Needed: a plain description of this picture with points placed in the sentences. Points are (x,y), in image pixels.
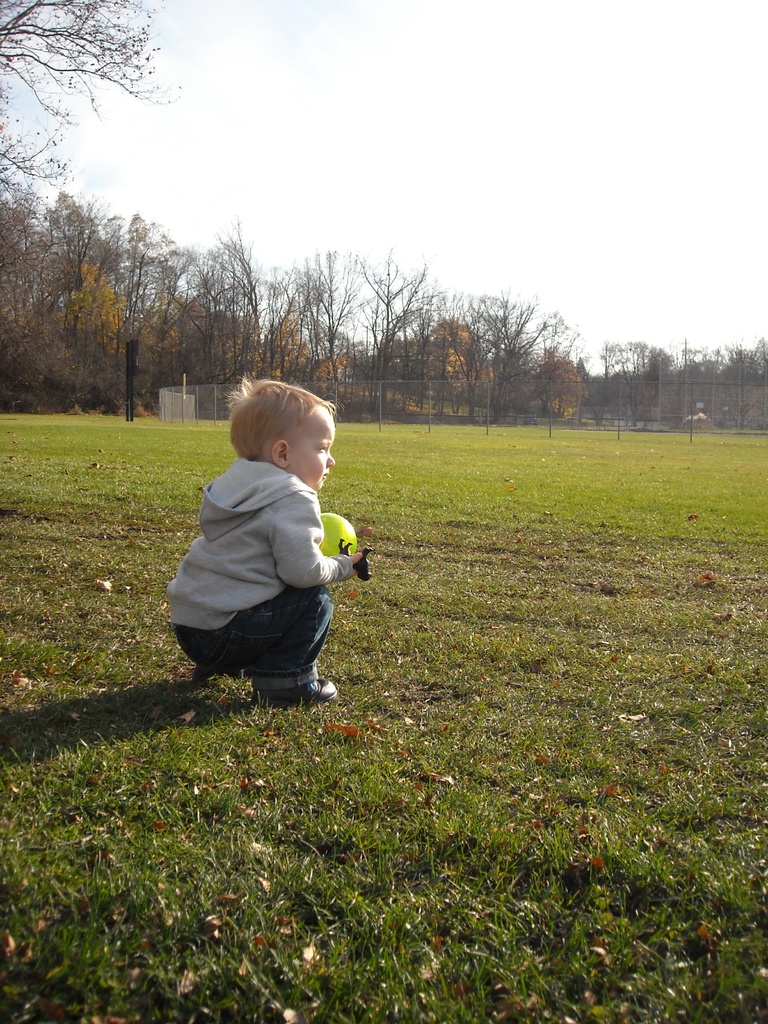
In this image, we can see a kid (258,604) holding some toy (360,563) on the grass (262,877). Background (751,430) we can see mesh (760,427), rods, trees (236,381) and sky (488,220). Here we can see a ball (332,535).
